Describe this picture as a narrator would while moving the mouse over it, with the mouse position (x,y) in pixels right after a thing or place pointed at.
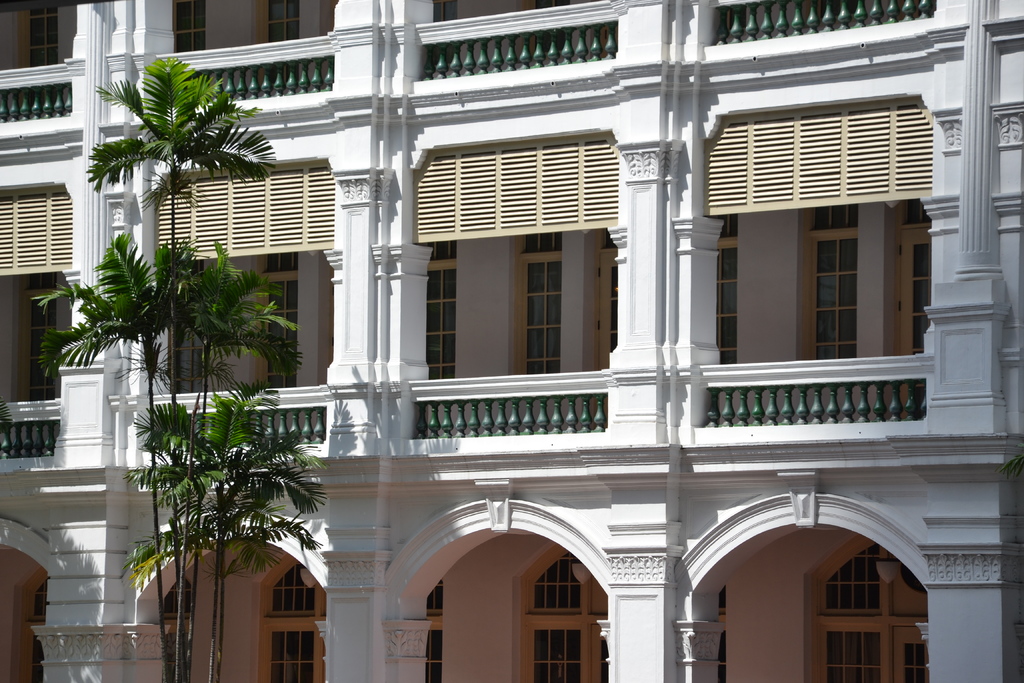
In the foreground of this image (235,536), there are few trees (204,540). Behind it, there are pillars (404,317), railing (557,392), windows (561,563) and arches (494,500) of a building (507,140).
